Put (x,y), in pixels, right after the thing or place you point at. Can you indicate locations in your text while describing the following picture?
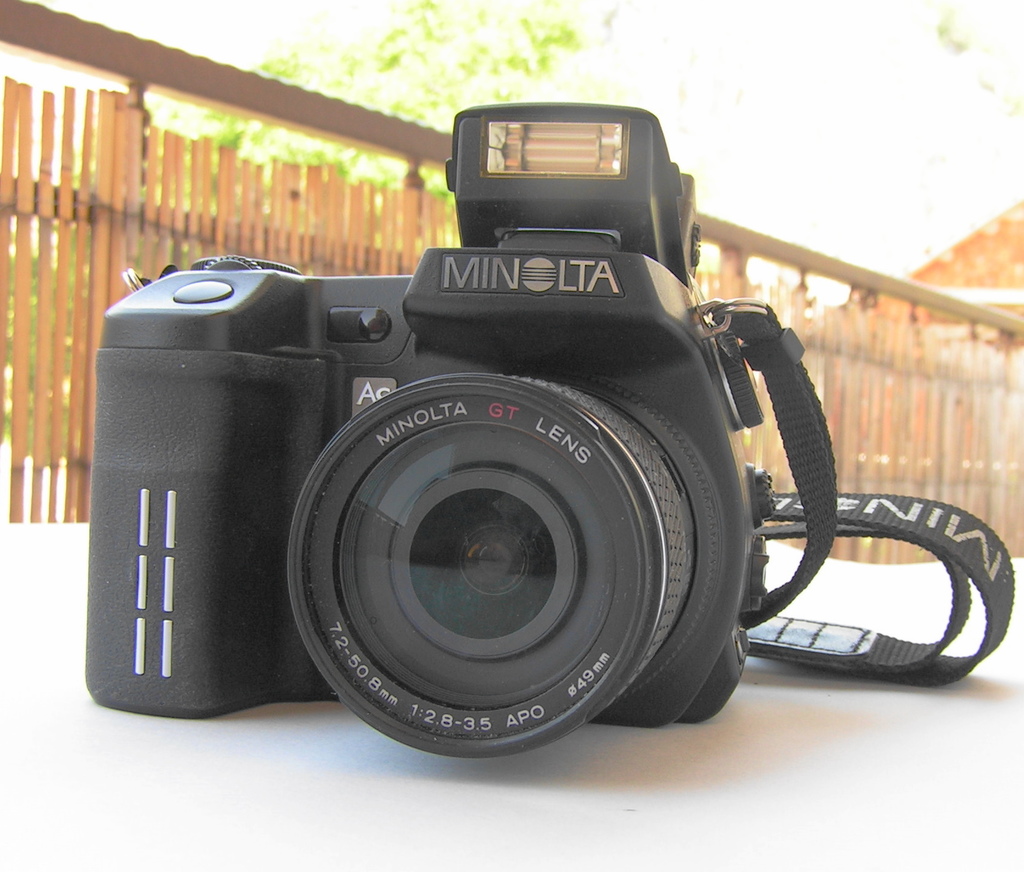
In this image we can see a camera (384,469) on the white color surface (599,727). In the background (400,182), we can see a wooden boundary (343,223) and a tree (503,60).
